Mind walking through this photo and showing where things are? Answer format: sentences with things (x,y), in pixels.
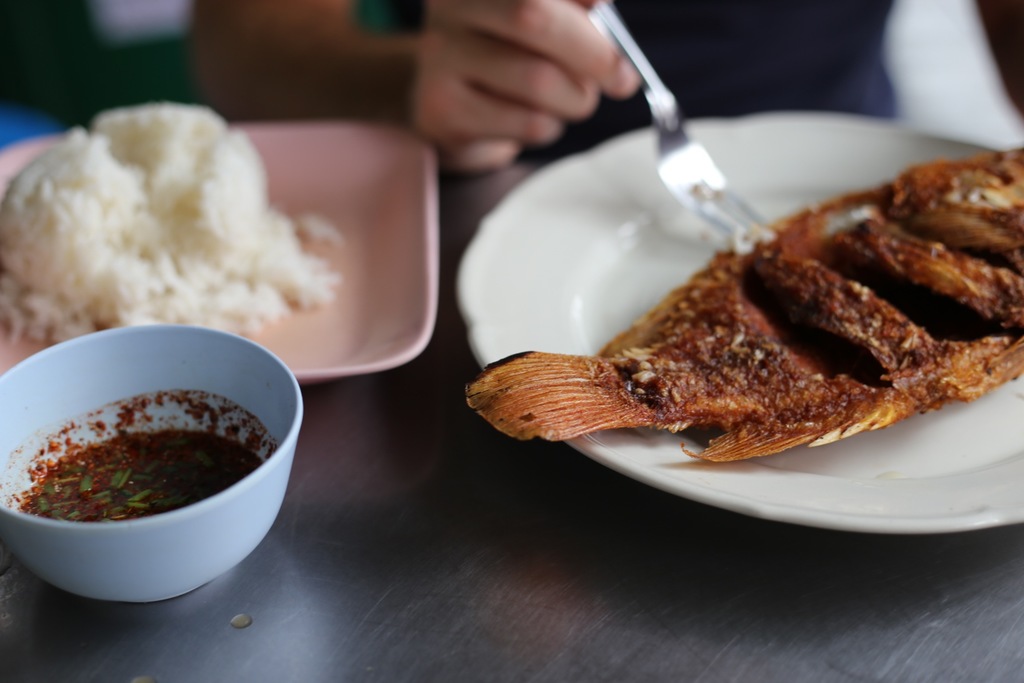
In this image we can see a fish (904,299) on the plate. There is some food (219,218) on the plate (326,187) at the left side of the image (262,243). There is some sauce (179,473) in the bowl (171,455). A person (519,70) is holding a fork (622,46) at the top of the image (574,70). We can see plates (521,307) and bowl (286,484) is placed on the table (563,599).
